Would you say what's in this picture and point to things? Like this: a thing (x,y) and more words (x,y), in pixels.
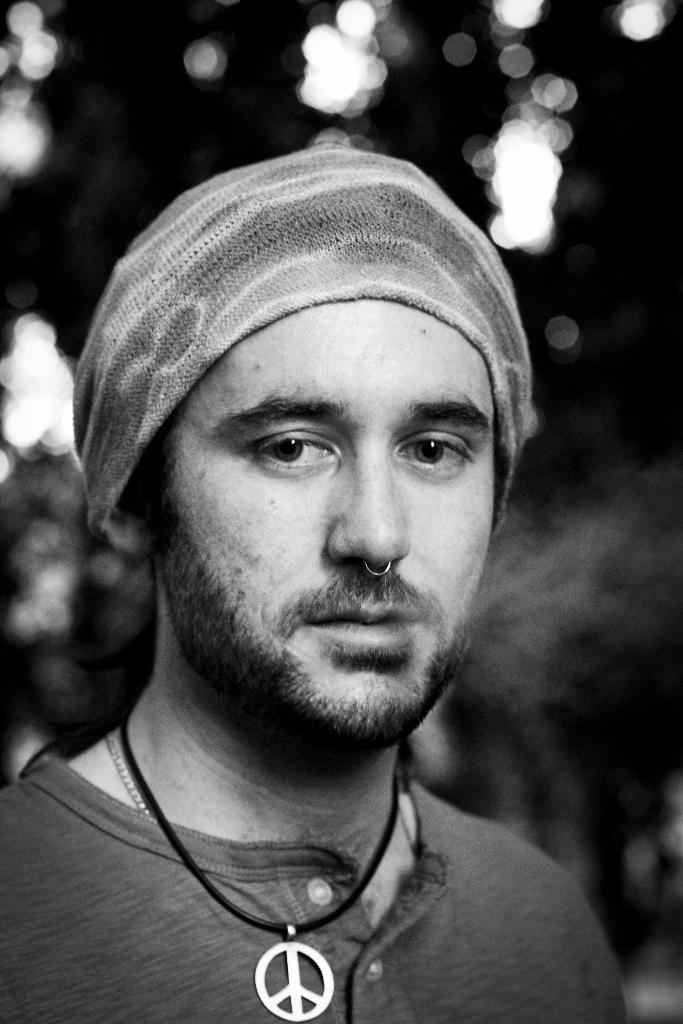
This is a black and white image. In this image we can see a man (288,784).
